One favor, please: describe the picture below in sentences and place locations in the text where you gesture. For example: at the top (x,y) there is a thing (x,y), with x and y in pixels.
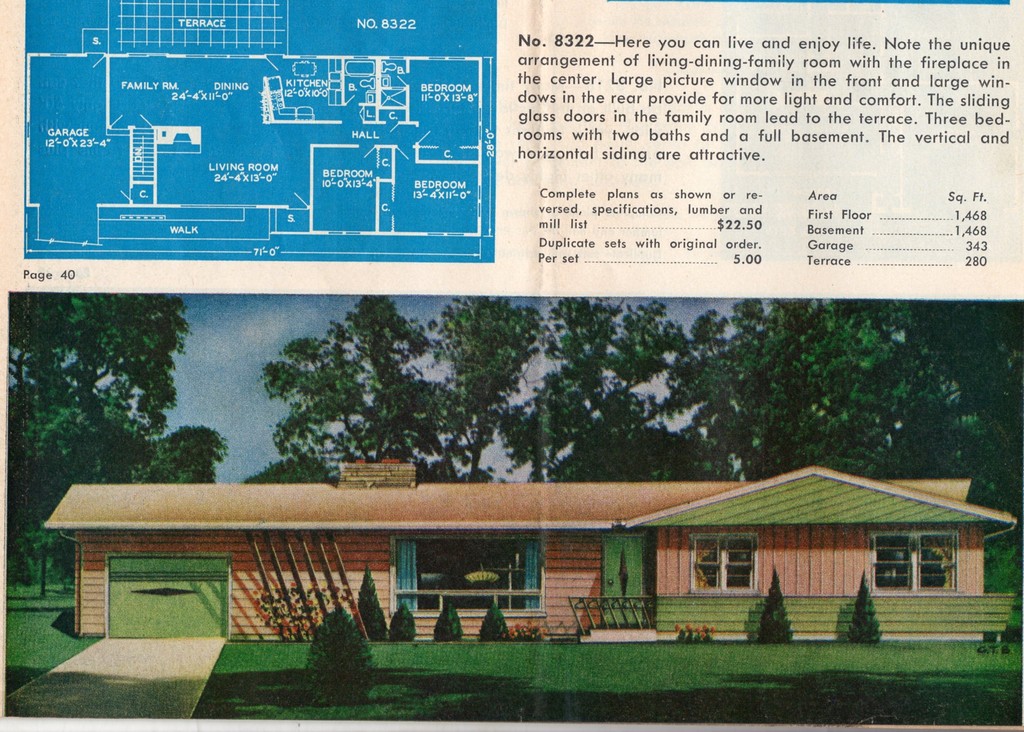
In this image we can see design (339,254) of a building (414,137), texts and picture (386,549) of a building (371,555), trees (372,387), plants (489,632) and clouds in the sky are on a paper (686,305).
